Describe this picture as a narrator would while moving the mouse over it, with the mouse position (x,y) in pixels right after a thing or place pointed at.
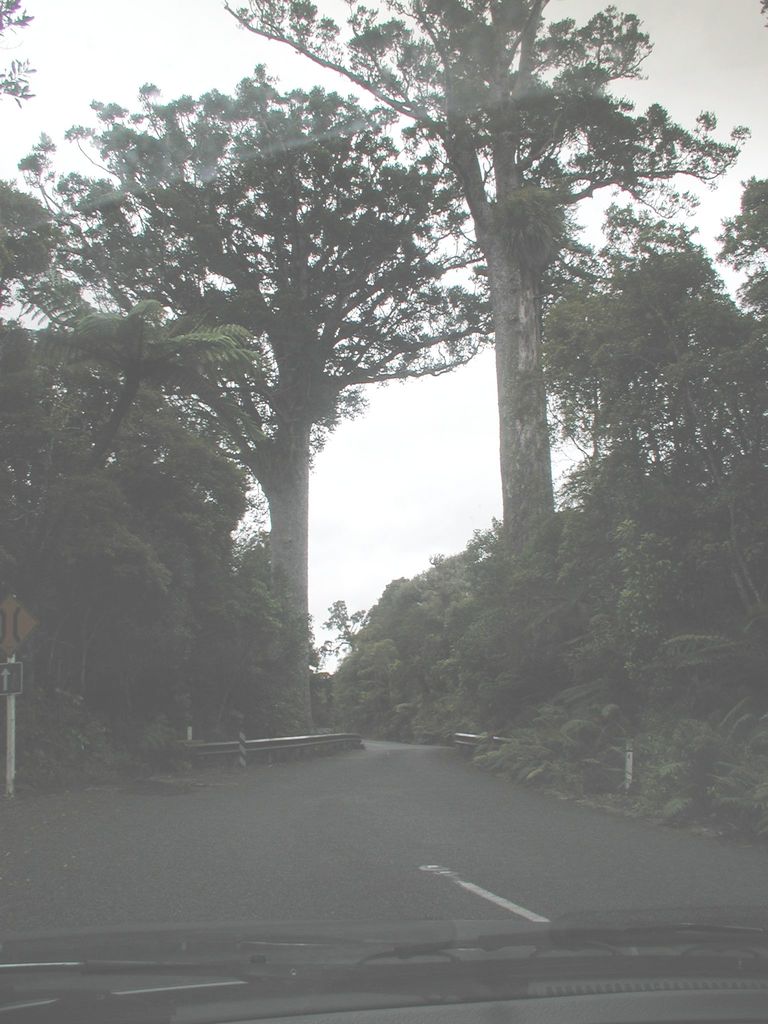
It is a glass (321,650) of a vehicle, outside this there is a road (368,836) at the bottom (360,834). There are trees (630,333) on either side, at the top (176,45) it is the sky (200,59).
